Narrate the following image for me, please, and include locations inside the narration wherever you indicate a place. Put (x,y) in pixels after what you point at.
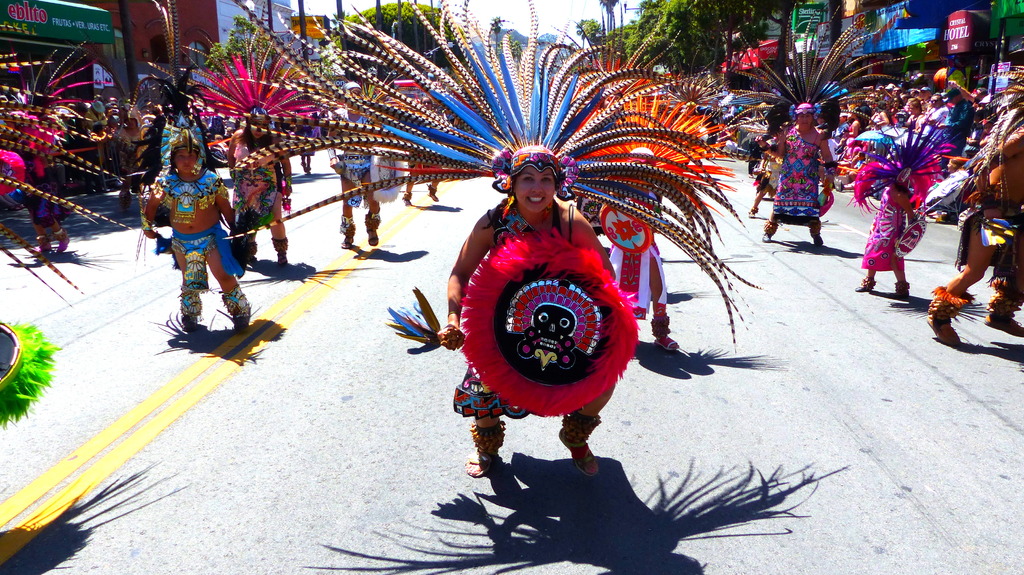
In the picture we can see some women (973,282) are dancing on the road (939,431) and they are in a colorful costumes (554,336) and on the either sides of the road (965,411) we can see some shops (108,85), buildings (1020,50), trees (653,50), poles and a sky (576,12).
